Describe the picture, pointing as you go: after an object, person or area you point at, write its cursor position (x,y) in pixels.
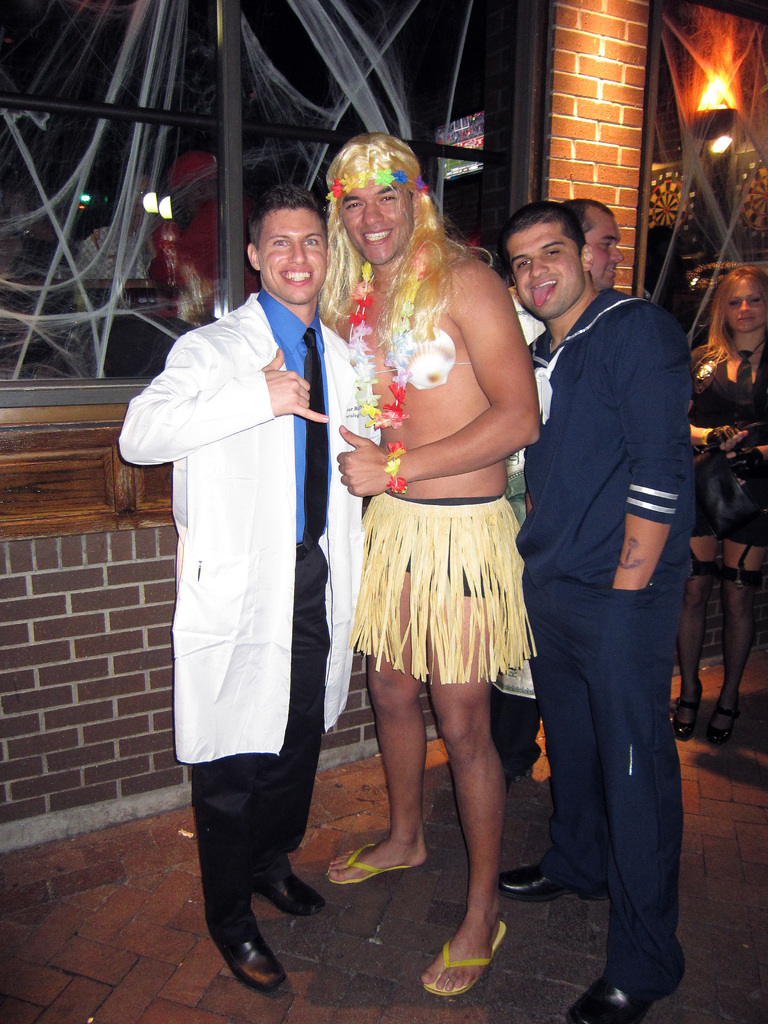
In the image there are few people (429,487) standing and posing for the photo, behind them on the right side (729,373) there is a woman (731,533) and in the background (115,580) there is a wall (80,477) and there is a window (256,185) beside the wall (353,675).
